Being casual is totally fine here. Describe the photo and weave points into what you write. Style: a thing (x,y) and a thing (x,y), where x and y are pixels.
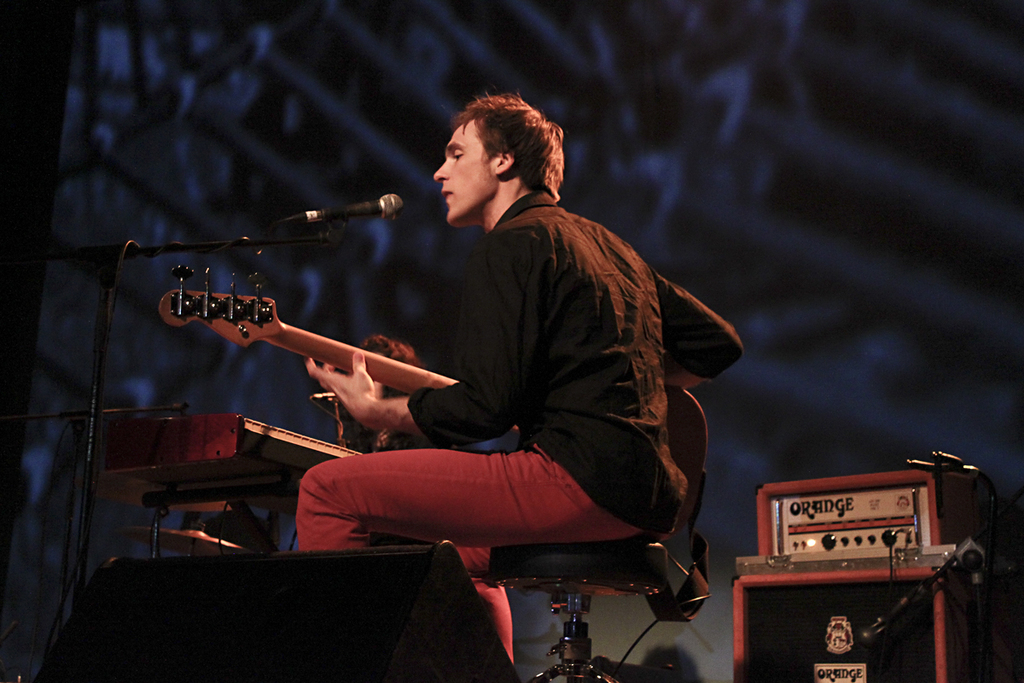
A man (530,393) is holding a guitar (408,375) and singing. In front of him there is a mic (336,212) and mic stand (117,246). In the front (347,603) there is a speaker (357,610). There is a keyboard (248,447) in the background (248,454). Also there is some other instruments (848,566) in the background (846,569).
